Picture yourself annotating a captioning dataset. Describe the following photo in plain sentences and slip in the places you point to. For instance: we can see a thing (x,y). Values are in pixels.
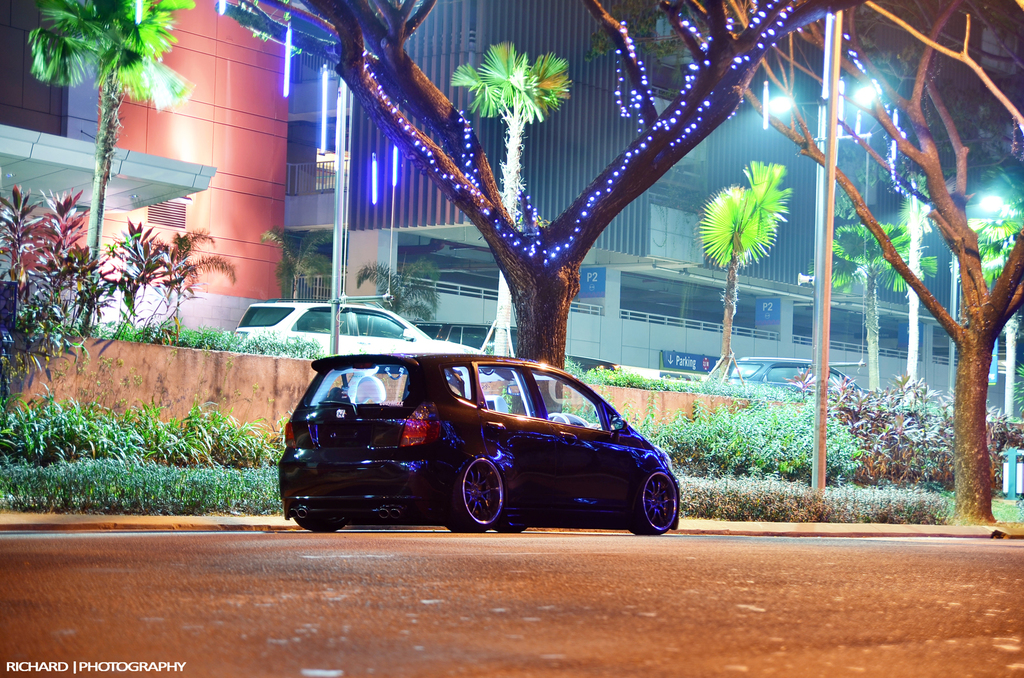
In this image I can see a car (432,430) on the road (451,604). I can see few plants (141,337). There are few trees (628,31). I can see a rope light (523,239) on a tree (514,263). In the background (449,280) I can see few buildings (774,278) and cars (300,318).
